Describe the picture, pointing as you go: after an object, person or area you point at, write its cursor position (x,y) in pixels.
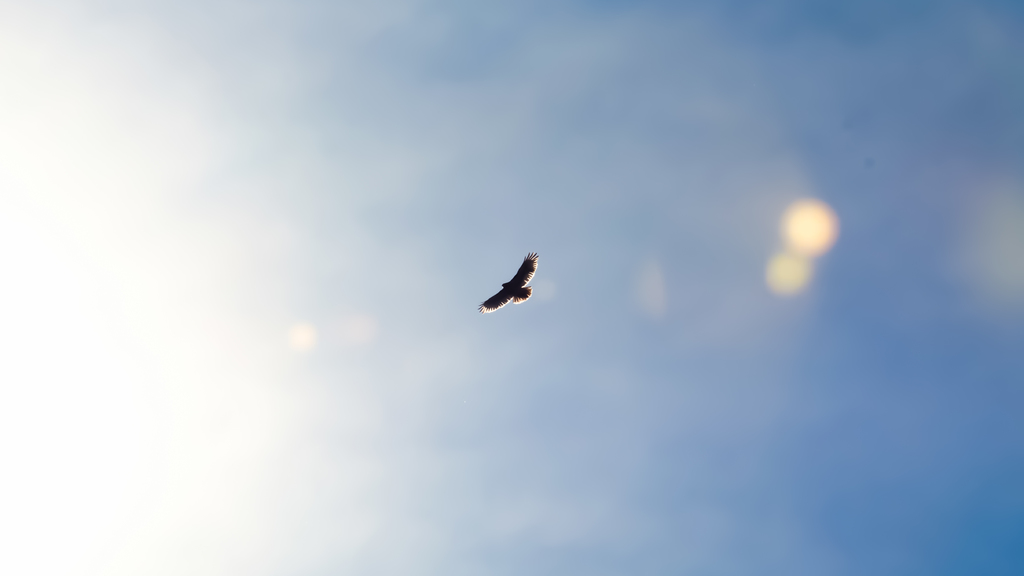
This image consists of a bird (496,303) flying in the air (477,328). And we can see the sky (124,244).
